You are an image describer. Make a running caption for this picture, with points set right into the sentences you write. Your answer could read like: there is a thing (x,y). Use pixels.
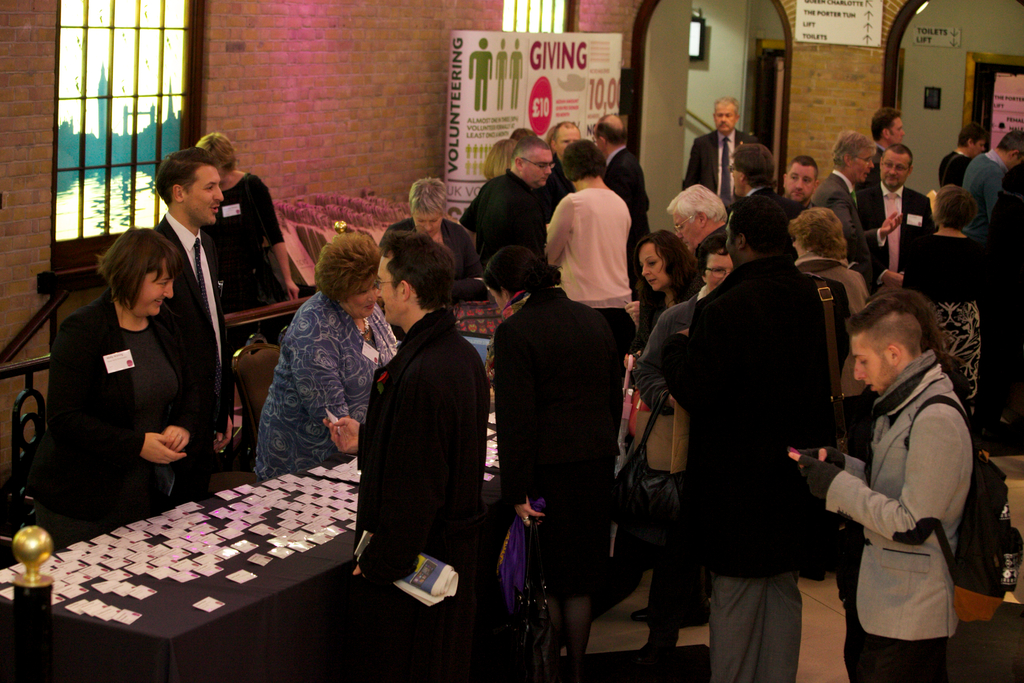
In this image there are group of people (527,435). On the table (272,519) there is a card (327,501). At the back side (366,142) we can see a wall (366,142).
